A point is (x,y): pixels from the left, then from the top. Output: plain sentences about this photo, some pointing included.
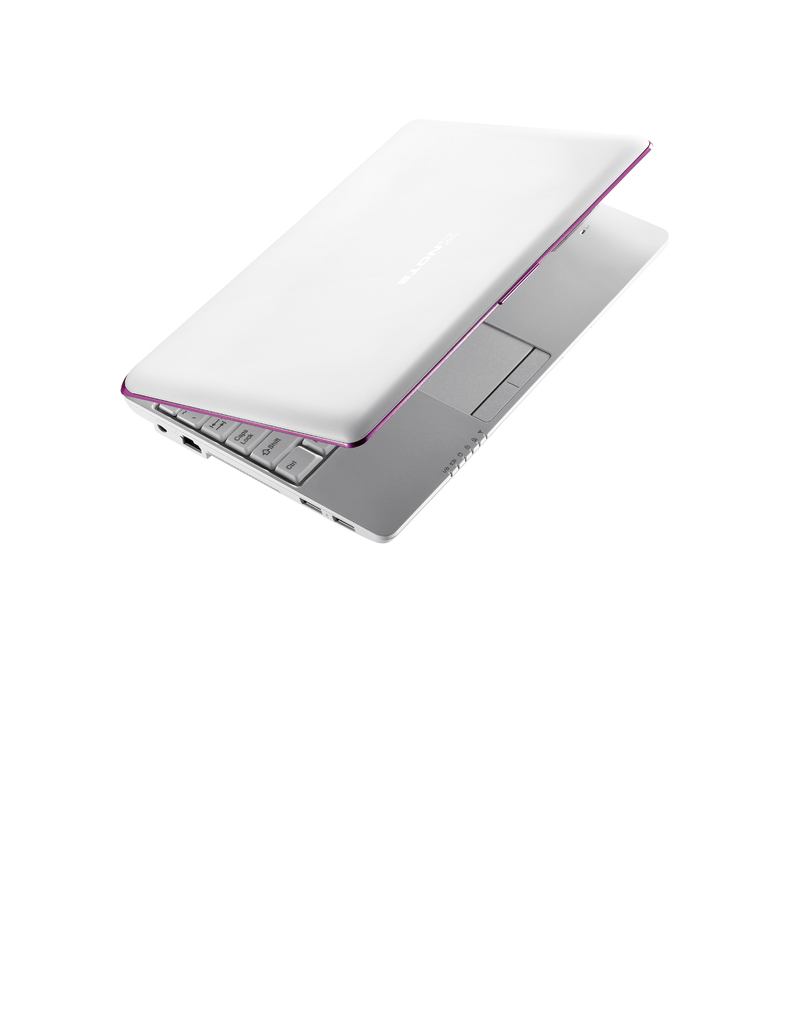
In this image we can see a laptop (304,365).
